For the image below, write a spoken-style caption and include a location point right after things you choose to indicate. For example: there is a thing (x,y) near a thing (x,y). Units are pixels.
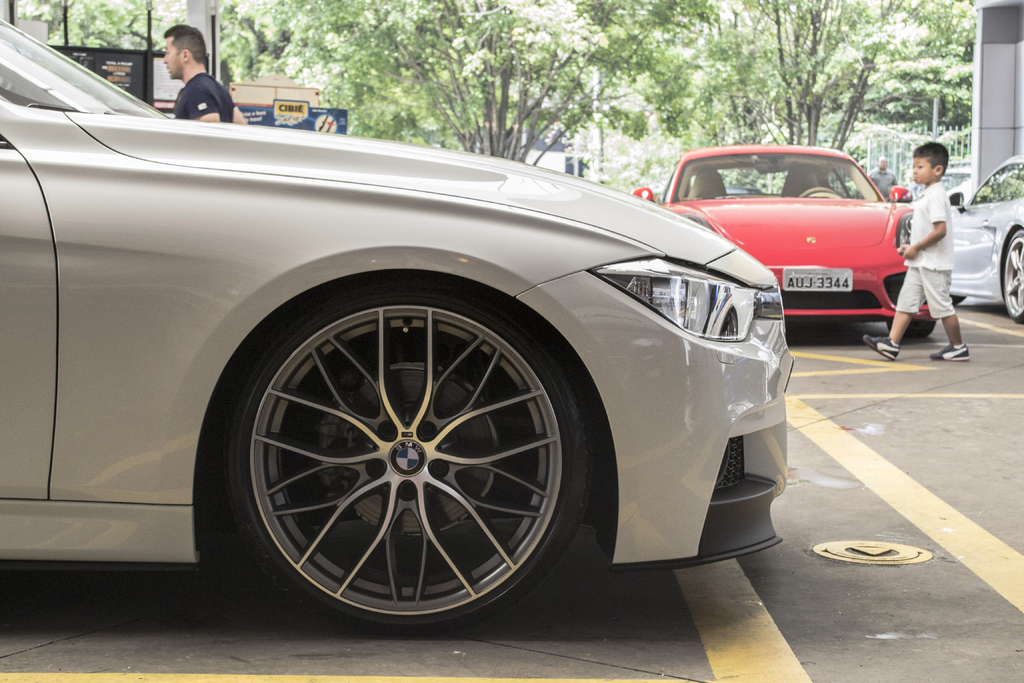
In the center of the image (519,285) we can see cars (863,210), a man (202,109), a boy (934,204), trees (392,116), boards (305,102) are there. At the bottom of the image (880,616) road (894,605) is present. On the right side of the image (983,109) wall (1006,88) is there.
